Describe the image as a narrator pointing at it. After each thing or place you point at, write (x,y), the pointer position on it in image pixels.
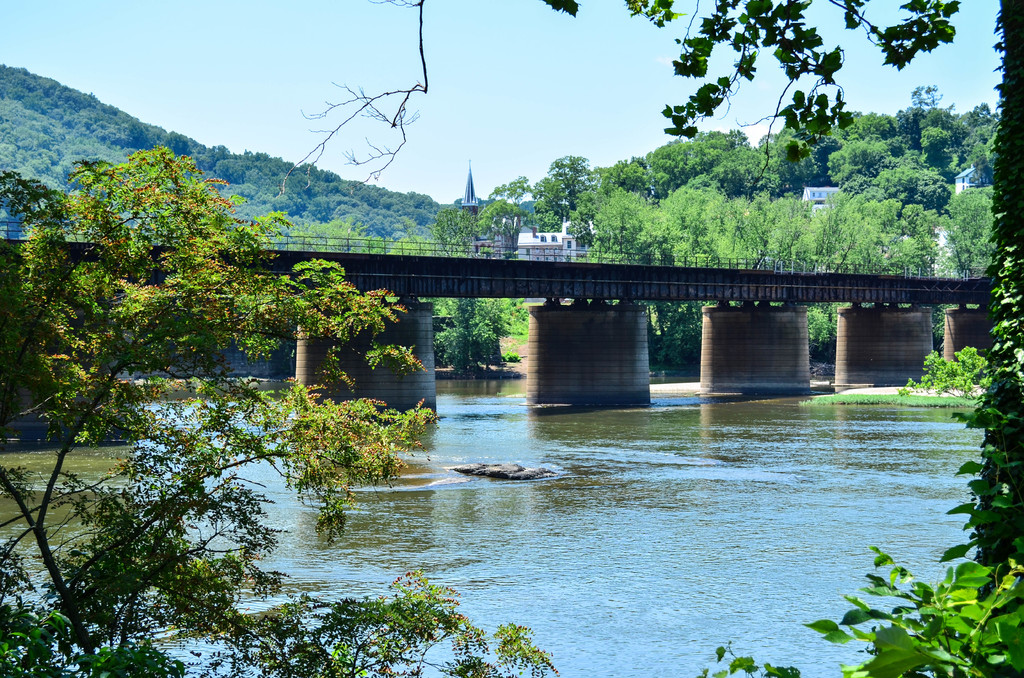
In this image we can see a bridge (418,307) placed in water (626,500). On the right side of the image (931,635) we can see trees (768,227) and buildings (531,257). In the background (765,243), we can see a group of trees (280,226) and sky (425,106).
